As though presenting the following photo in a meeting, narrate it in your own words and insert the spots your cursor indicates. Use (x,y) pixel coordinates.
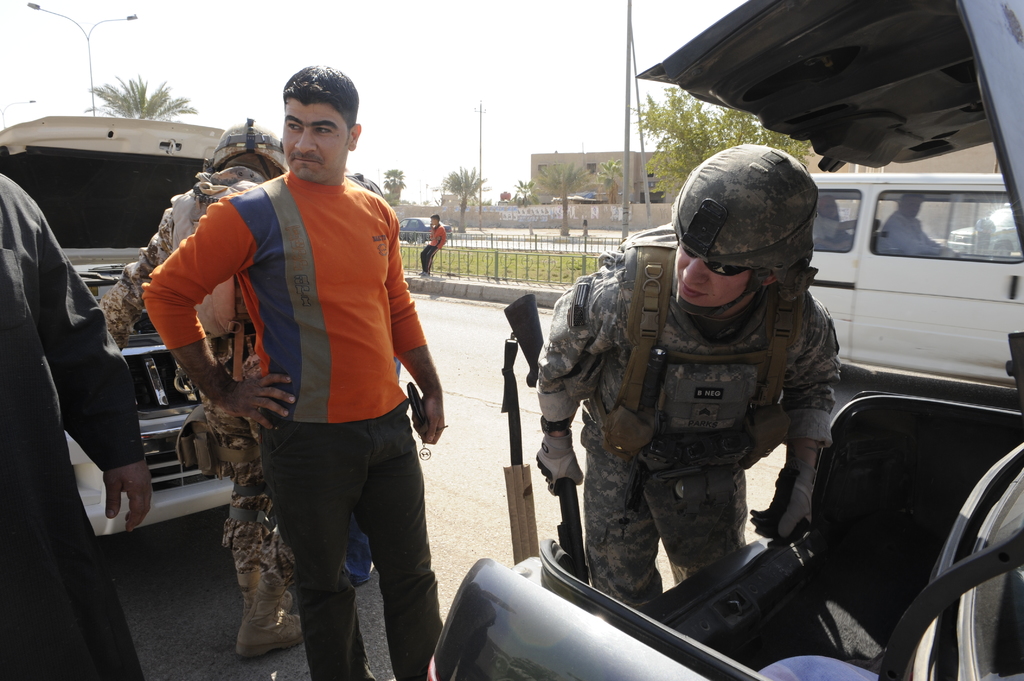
In this picture there are persons (237,380) standing in the center (365,382) and on the right side (717,398) there is a man (719,412) standing and holding a gun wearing a military dress (674,423). In the background (508,255) there are trees (396,200), there are poles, and there is a fence (521,261) and there is grass (530,259) on the ground (572,263). On the right side (904,289) there is a white colour car (923,315) moving on the road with a persons (926,233) inside it. In the front (687,646) there is a car (701,640). On the left side (95,247) there is a white car (143,393) and the sky (356,35) is cloudy.
